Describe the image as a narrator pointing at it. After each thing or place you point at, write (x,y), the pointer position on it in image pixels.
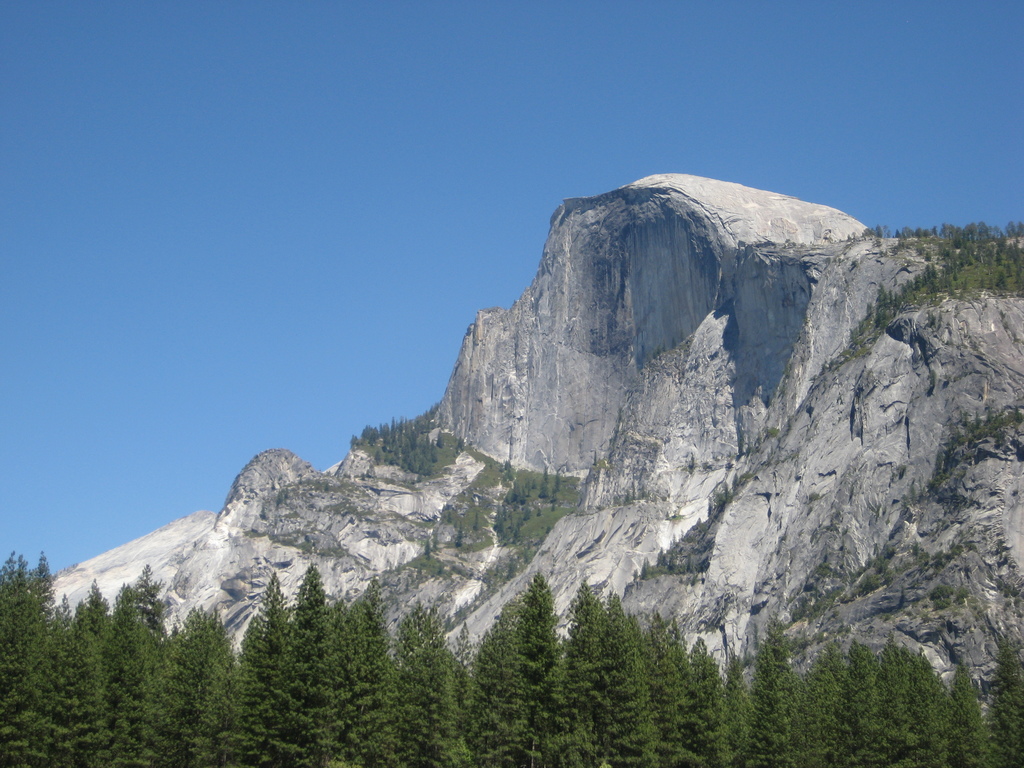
At the bottom of the image (106,713) we can see trees (453,694). In the background (710,489) we can see hill (495,377) and sky (294,165).
